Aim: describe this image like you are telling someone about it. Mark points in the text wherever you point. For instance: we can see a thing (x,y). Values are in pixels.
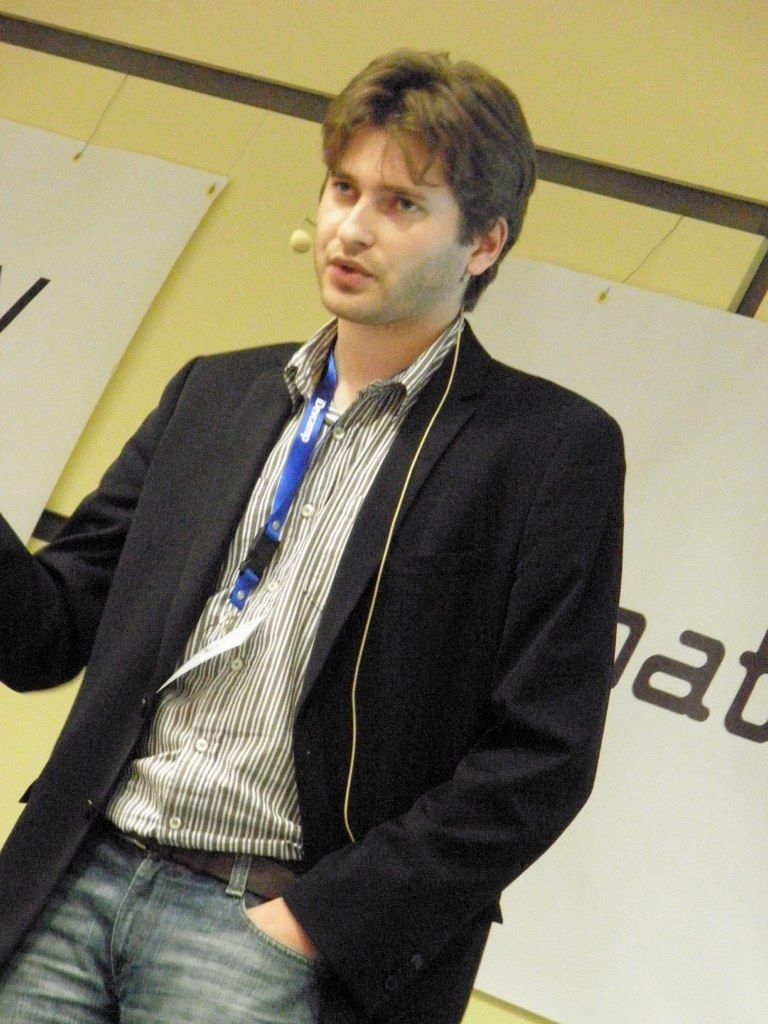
Here we can see a man (325,583) and he is in a suit (385,714). In the background (43,138) we can see banners (673,309) and wall (640,93).
